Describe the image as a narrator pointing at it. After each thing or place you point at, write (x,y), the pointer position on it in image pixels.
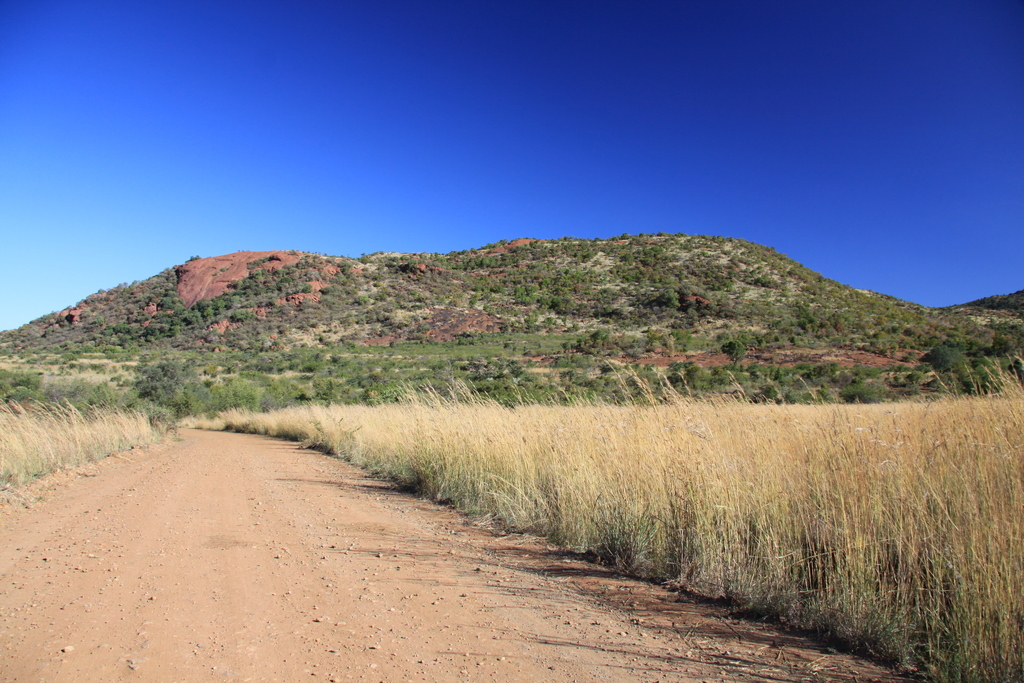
In this image, I can see the dried grass (466,415). This looks like a hill (611,257) with the trees (246,348). I think this is the pathway (235,498). Here is the sky (399,123).
